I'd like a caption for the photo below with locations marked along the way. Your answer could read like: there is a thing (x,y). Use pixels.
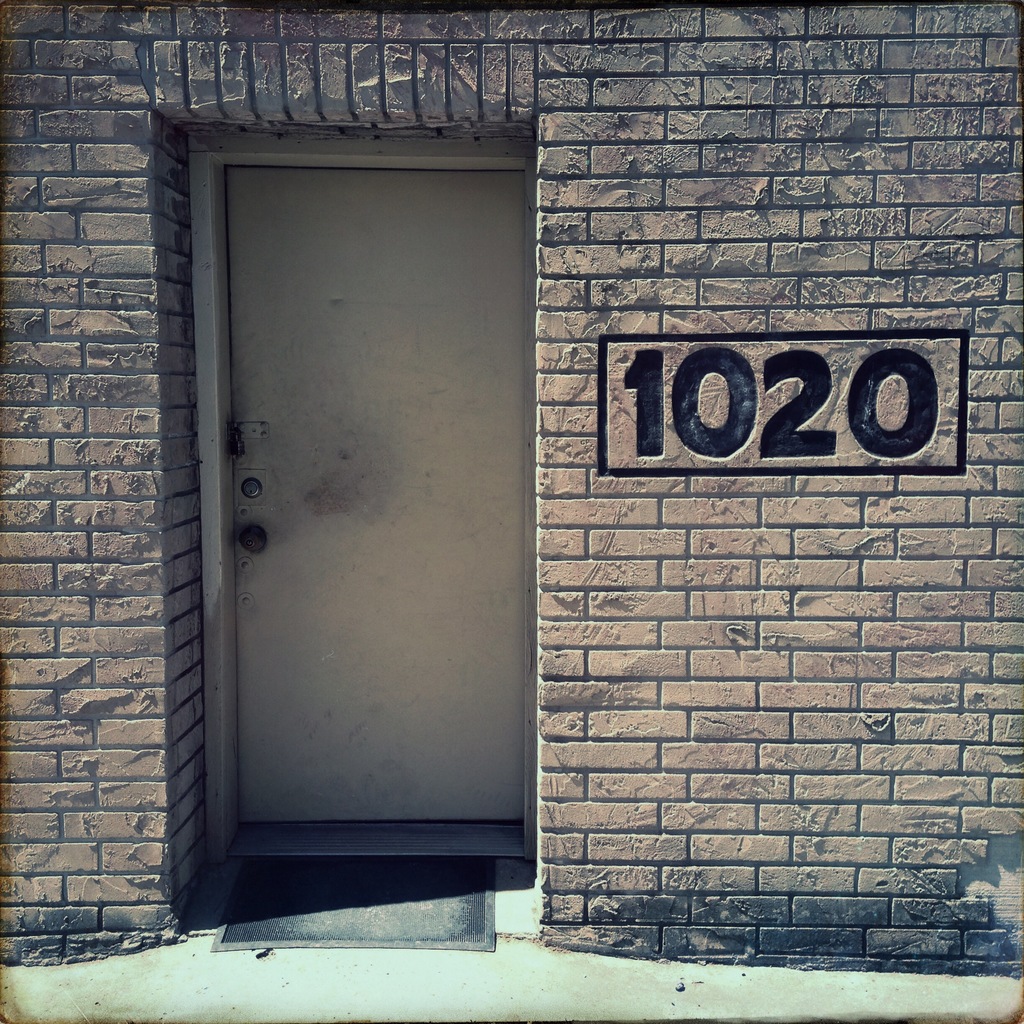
This is an edited picture. In this image there is a building (694,519) and there is text (895,454) on the wall (828,533). In the foreground (499,292) there is a door (483,300). At the bottom (422,939) there is a mat (431,890) on the floor (309,986).
